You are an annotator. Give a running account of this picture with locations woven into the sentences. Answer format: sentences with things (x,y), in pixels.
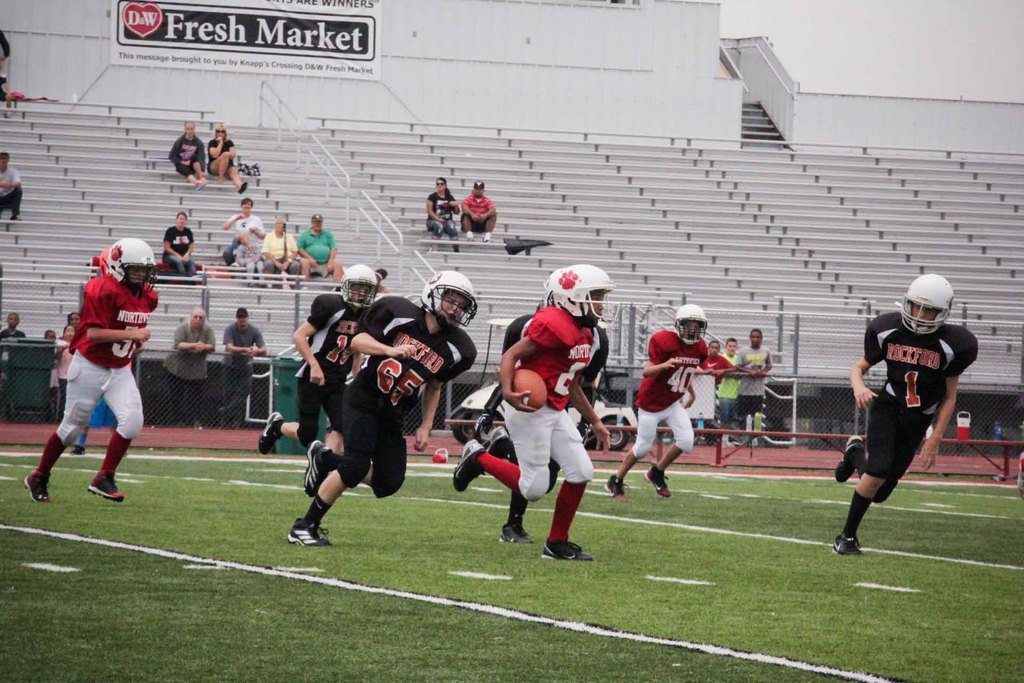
This picture describes about group of people (361,318), few people (352,363) are playing game in the ground (585,517), and they wore helmets (917,293), in the background (285,315) we can see fence (177,387), metal rods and a vehicle (474,418), and also we can see few people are seated.
